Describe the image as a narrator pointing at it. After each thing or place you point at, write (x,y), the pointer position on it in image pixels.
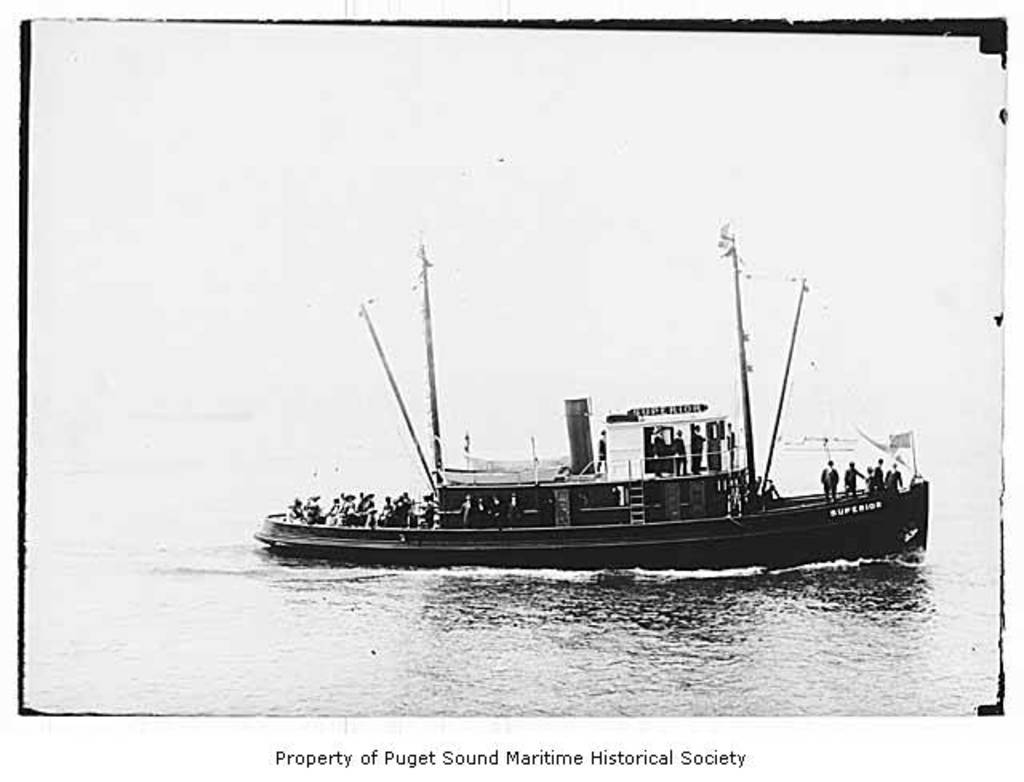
It is a black and white image. In this image there is a boat (870,530) in the water (513,620) and we can see a few people (824,483) are standing in the boat (754,495). There is some text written at the bottom of the image (330,755).
